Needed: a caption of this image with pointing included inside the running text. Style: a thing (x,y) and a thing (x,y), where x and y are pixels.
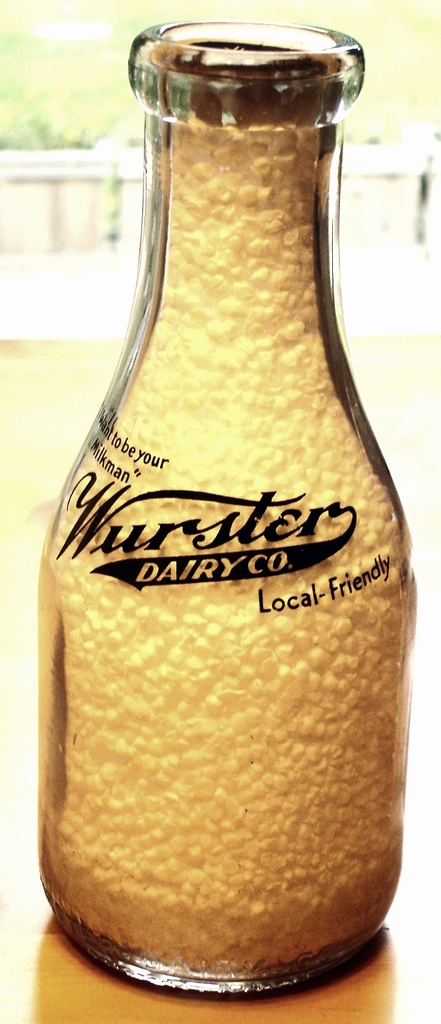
In the image we can see there is a bottle (190,877) on which it's written "Wurster Dairy Co".
